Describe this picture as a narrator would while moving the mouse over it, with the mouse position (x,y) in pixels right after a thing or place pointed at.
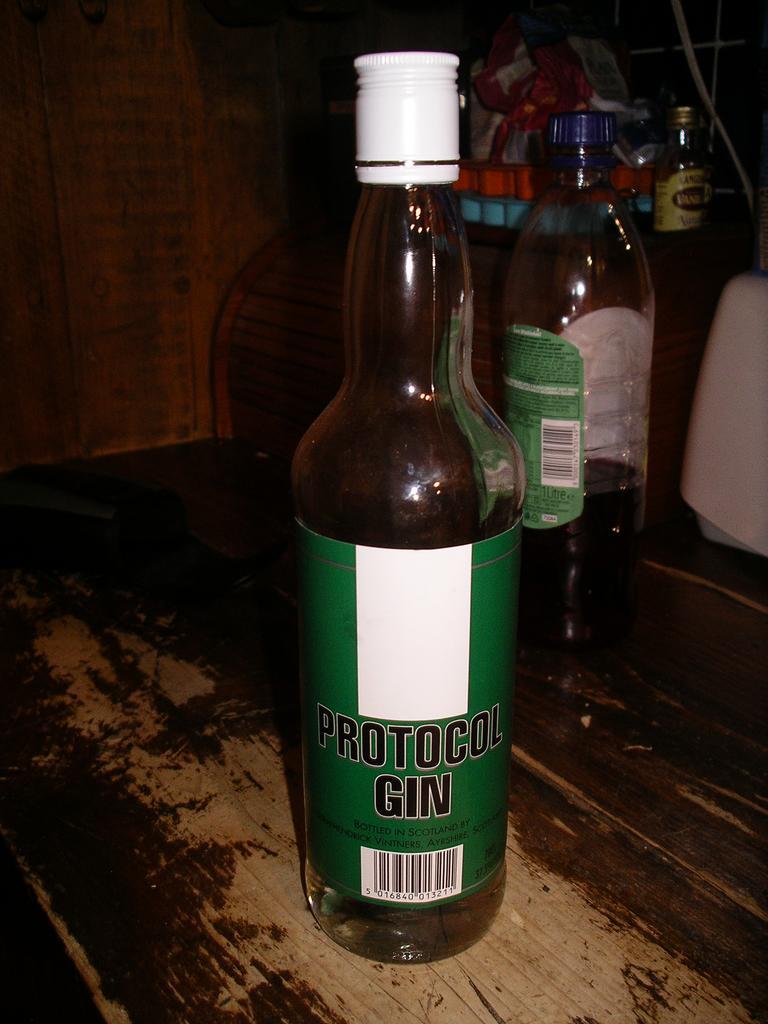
In this image I can see a table (668,756). On this table (627,811) there are two bottles (510,520). In the background (703,33) there is a wall (739,56). Just beside the wall (653,77) there is table (483,255) on that few trays (504,178) and one bottle (686,175), one bag (615,91) are there.
